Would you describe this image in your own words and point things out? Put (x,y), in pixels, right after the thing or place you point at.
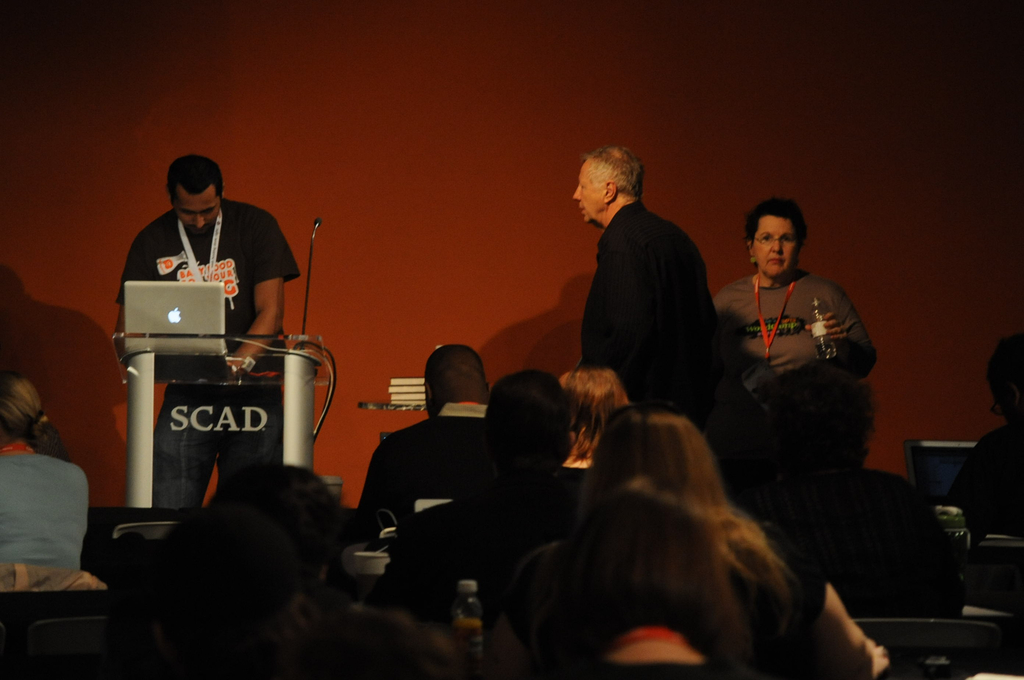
In this picture we can see a person (172,240) standing on the path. There is a mic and a laptop (194,287) on the podium (254,375). We can see a woman (813,282) holding a bottle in her hand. There is a man (655,248) standing. We can see a few people (519,407) sitting on the chair (63,627) from left to right. There are some books (404,397) on the shelf (393,408). A wall (343,420) is visible in the background (335,446).
